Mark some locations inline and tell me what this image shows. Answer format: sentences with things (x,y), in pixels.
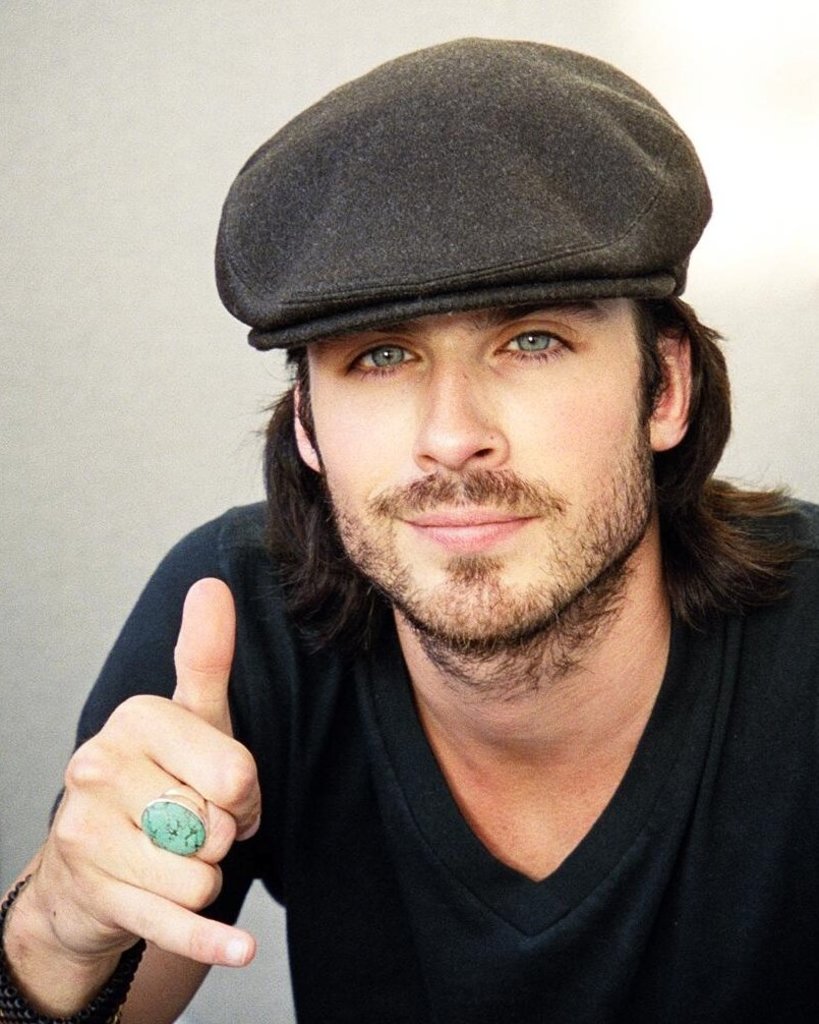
In this image I can see a person (616,683) wearing black colored t shirt (497,892) and black colored hat (466,289). I can see the white colored background (152,265).
